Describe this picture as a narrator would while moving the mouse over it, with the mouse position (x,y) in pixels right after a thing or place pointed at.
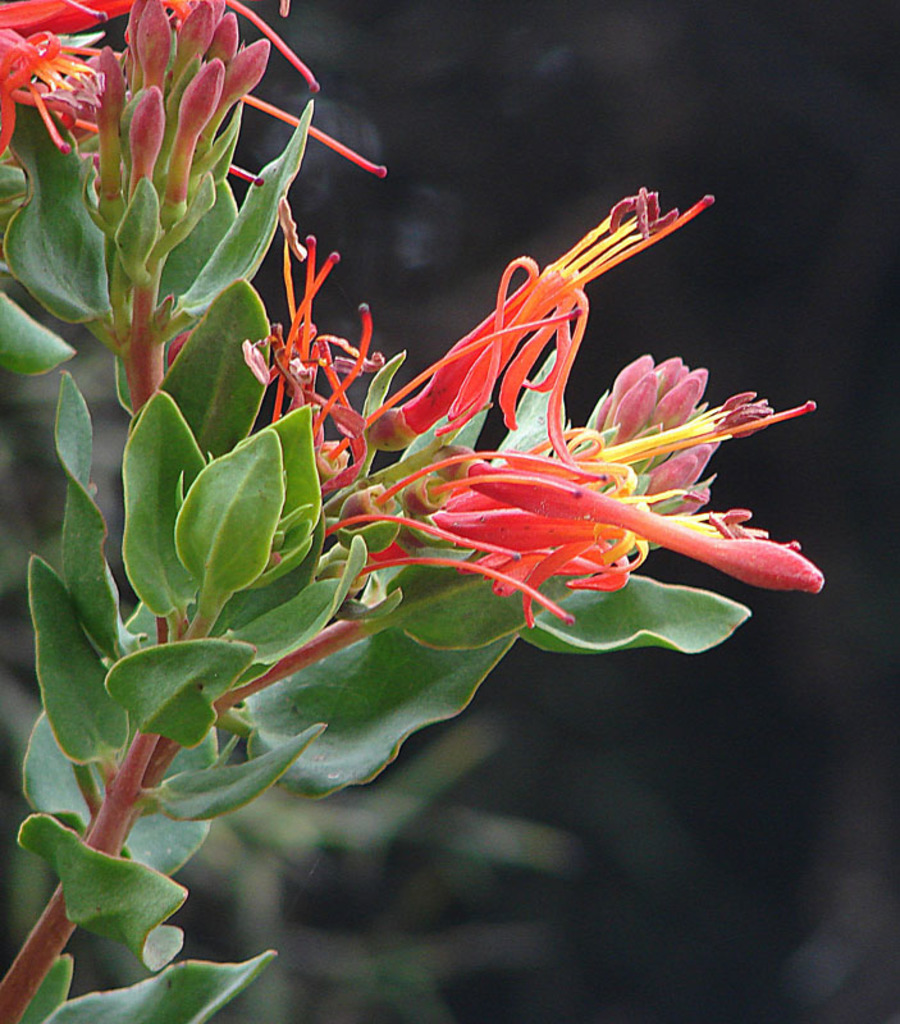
In this image, we can see flowers (278,413), flower buds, leaves (193,514) and stems (59,895). Background (541,17) we can see the blur view.
